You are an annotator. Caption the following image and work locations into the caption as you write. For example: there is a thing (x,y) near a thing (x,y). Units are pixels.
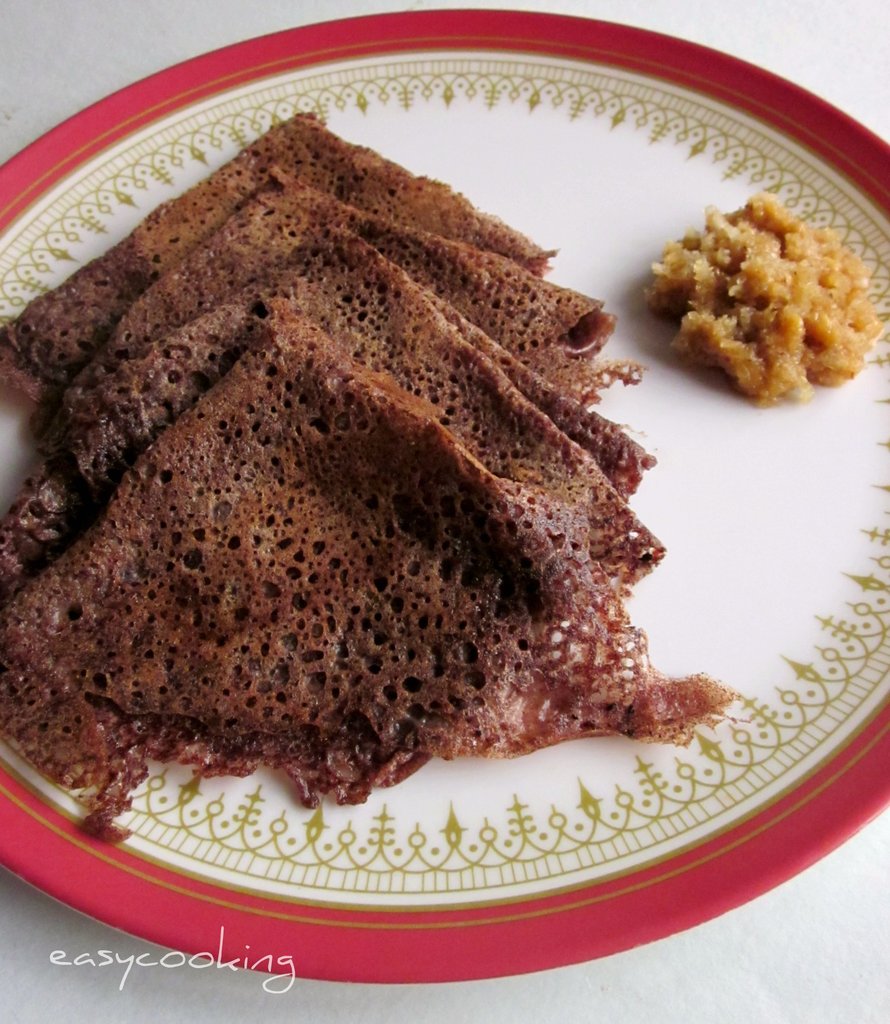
In the image we can see a plate (647,860), in the plate (584,789) we can see food item (494,660) and the plate (677,829) is kept on white surface (746,936). On the bottom left (243,962) we can see watermark (247,957).
